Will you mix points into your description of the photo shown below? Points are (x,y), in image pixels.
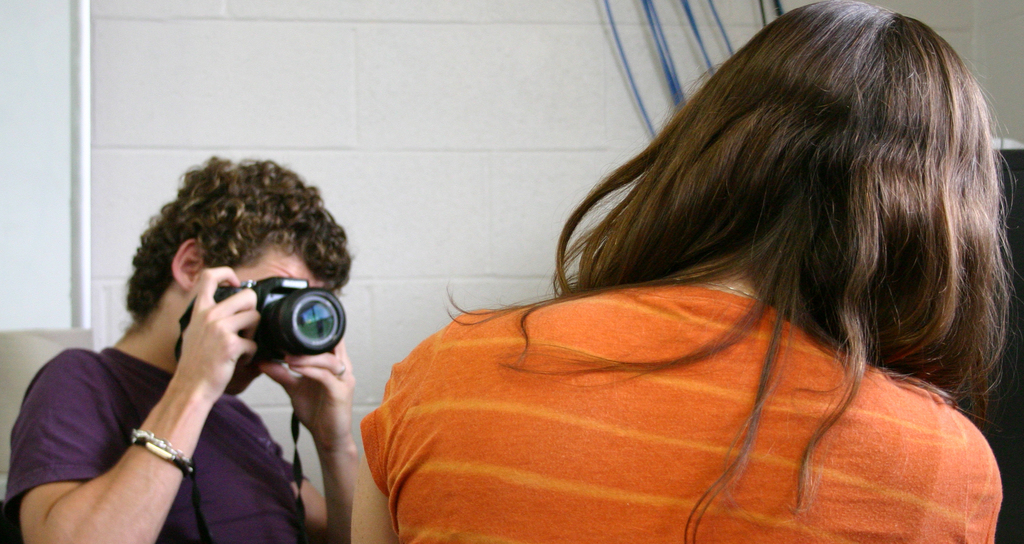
In the image there are two people (220,463). The man (234,500) sitting on the left (72,457) is holding a camera (259,350) in his hand (244,323) and clicking a pic. On the right (958,325) there is a lady (631,393) sitting. In the background (643,139) there is a wall (405,81).
